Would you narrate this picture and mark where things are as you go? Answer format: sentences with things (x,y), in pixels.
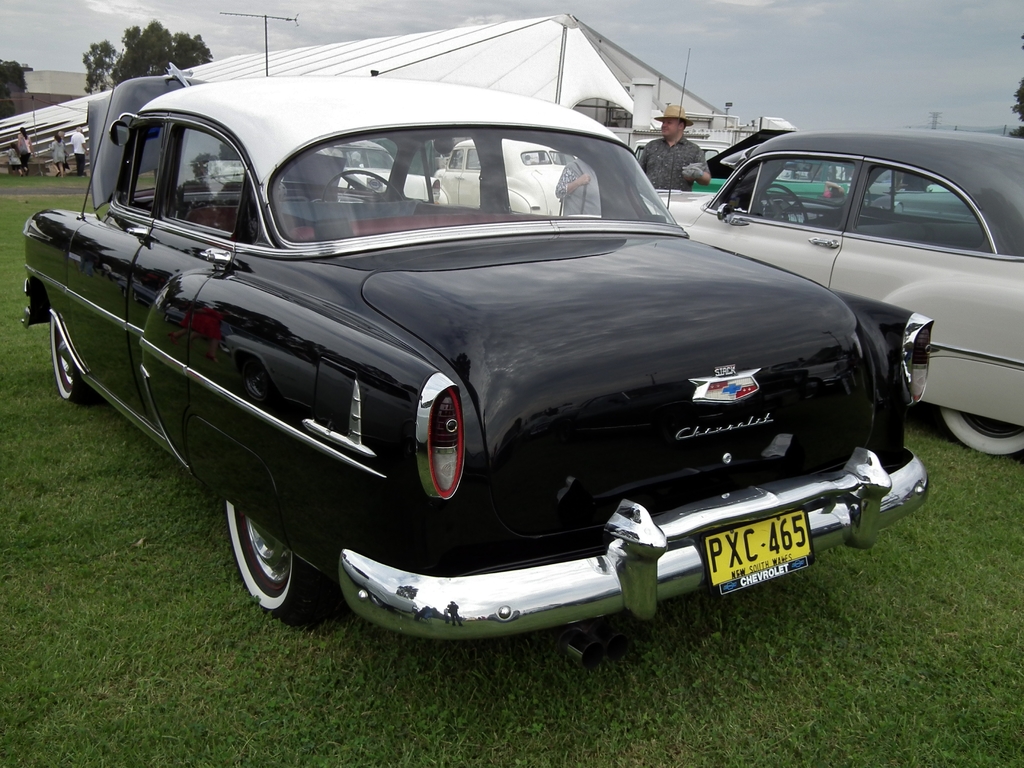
As we can see in the image there are cars (518,446), grass (544,653), few people (708,178) here and there, tent (656,79), pole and trees (198,42). On the top (954,17) there is sky (702,39).
